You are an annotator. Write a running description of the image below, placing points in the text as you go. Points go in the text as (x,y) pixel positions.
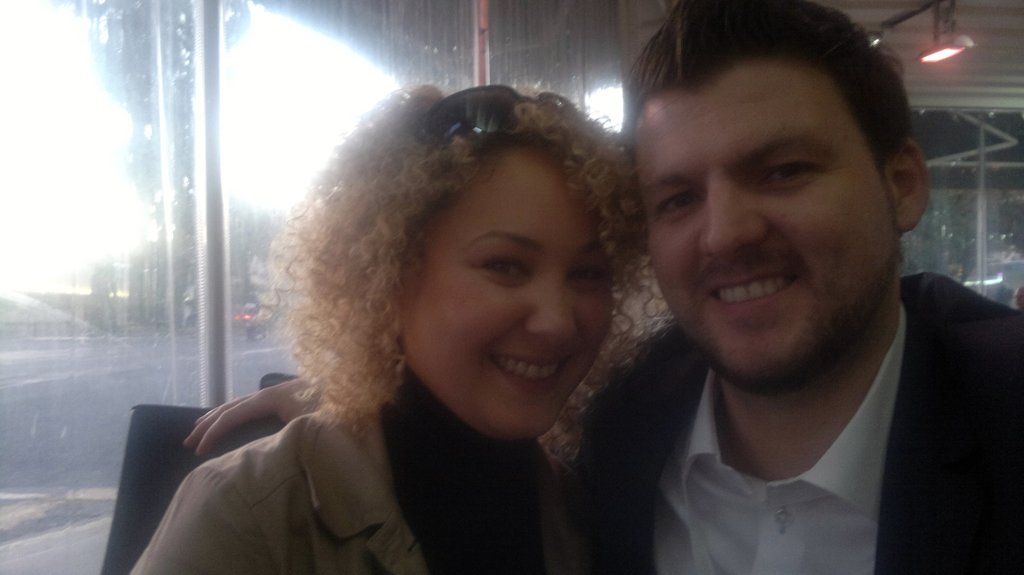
In this image we can see two persons (669,344), behind them there are lights (945,33), windows (1012,291).
